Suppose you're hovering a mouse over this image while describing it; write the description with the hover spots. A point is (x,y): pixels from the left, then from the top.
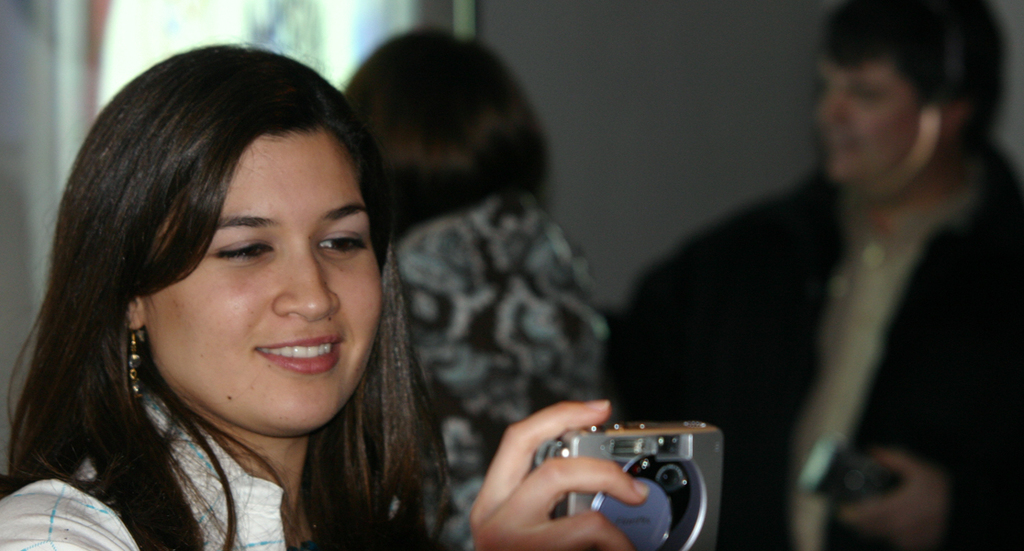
This picture shows a woman (264,284) smiling and taking a picture with her digital camera (613,449) in her hand (545,536). In the background (561,323) there are some people (603,310) standing and talking. We can observe a wall (632,109) here.
